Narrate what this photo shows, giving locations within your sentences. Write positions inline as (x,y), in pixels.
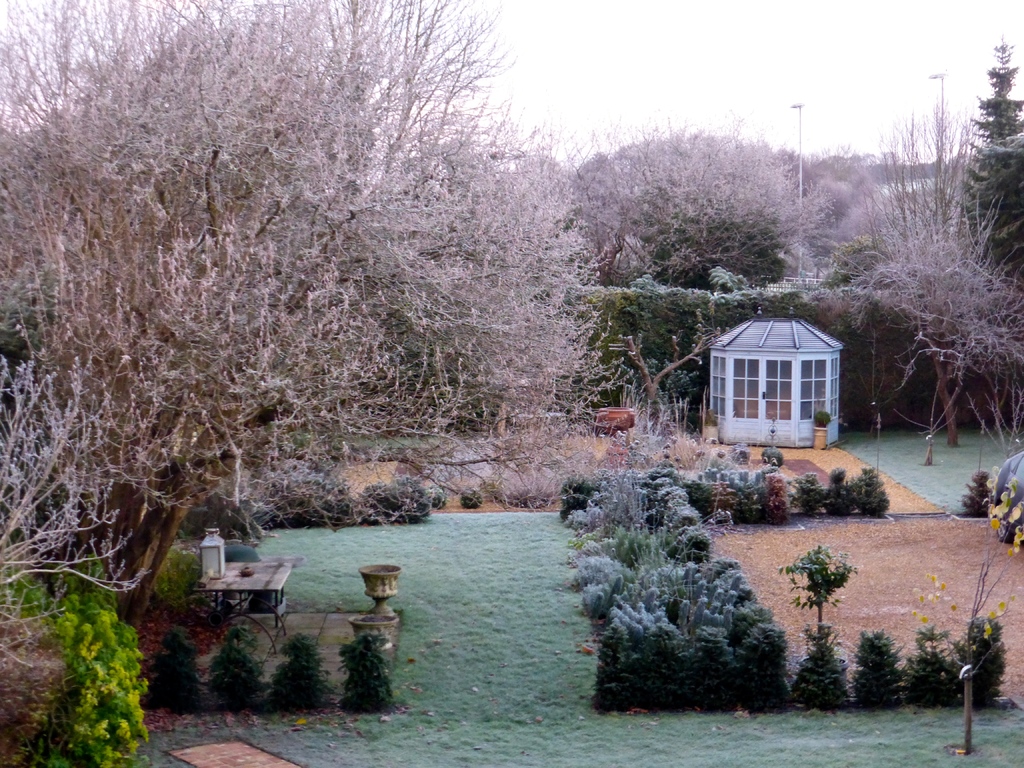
In this image there are dry trees (402,301) on the left side (193,363) and there is a table (236,581), there are plants (303,663). On the right side (777,448) there is a room (786,398) and there are plants (716,621). In the background (641,185) there are trees (727,208) and the sky (739,59) is cloudy.
